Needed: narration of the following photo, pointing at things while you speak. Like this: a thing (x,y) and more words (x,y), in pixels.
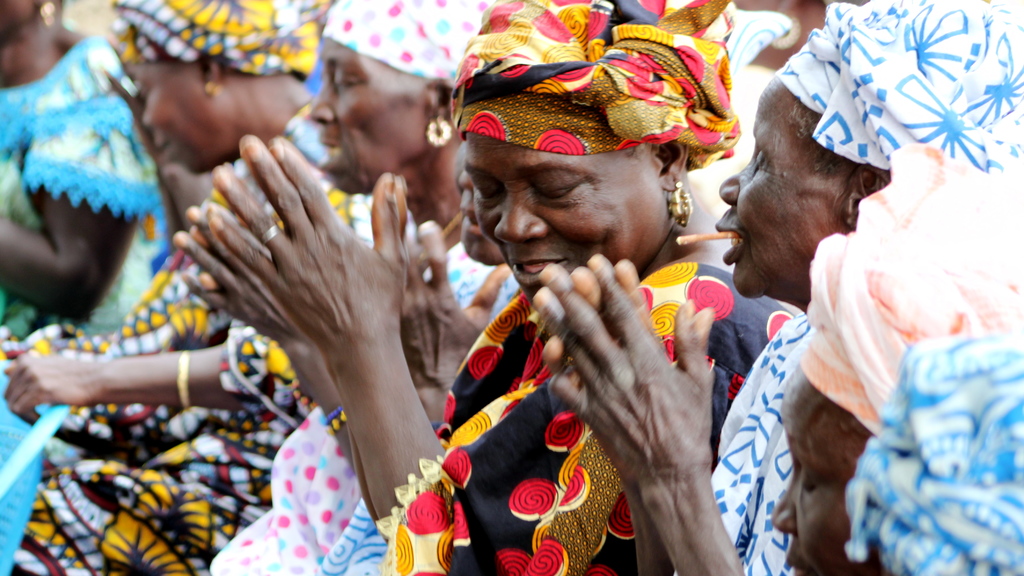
In this picture we can see few women (417,291) and some of them are clapping.
